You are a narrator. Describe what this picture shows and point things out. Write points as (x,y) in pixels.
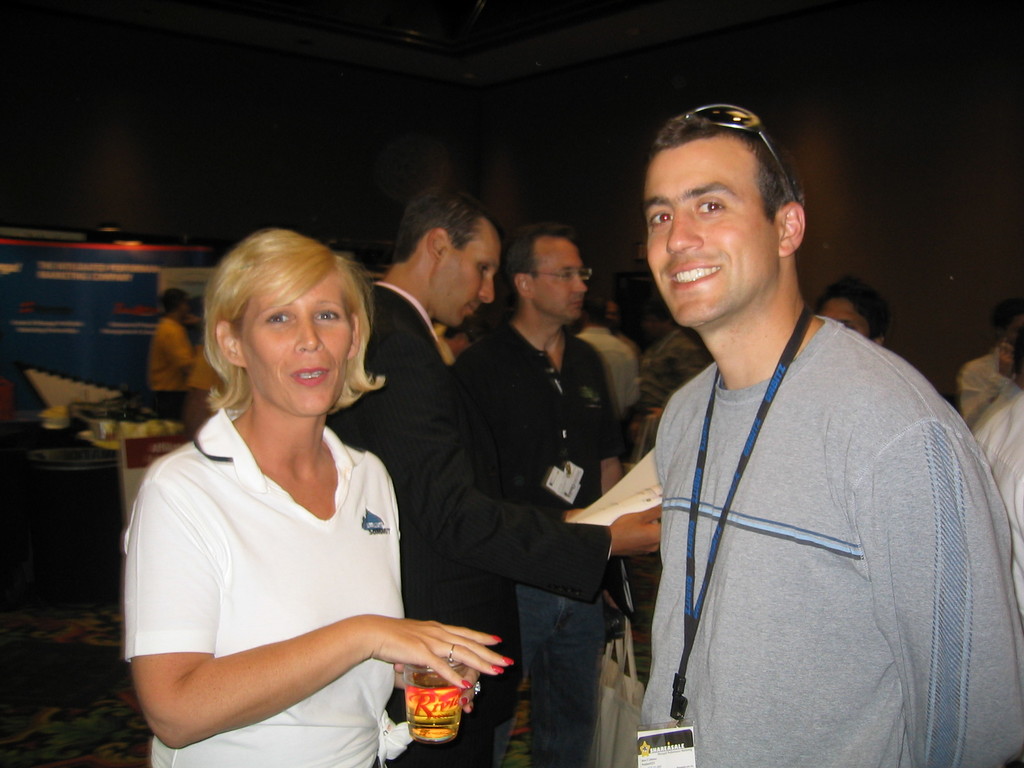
In the foreground of the picture (753,372) I can see two persons (687,427). I can see a man (676,503) on the right side (915,441) wearing a T-shirt (932,687) and there is a smile on his face (701,204). I can see the goggles (748,117) on his head (711,142) and there is a tag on his neck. I can see a woman (421,644) on the left side (196,488) wearing a white color T-shirt (268,527) and she is holding a glass (412,727) in her hand (406,657). In the background (486,711), I can see a few persons (647,360) standing on the floor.
